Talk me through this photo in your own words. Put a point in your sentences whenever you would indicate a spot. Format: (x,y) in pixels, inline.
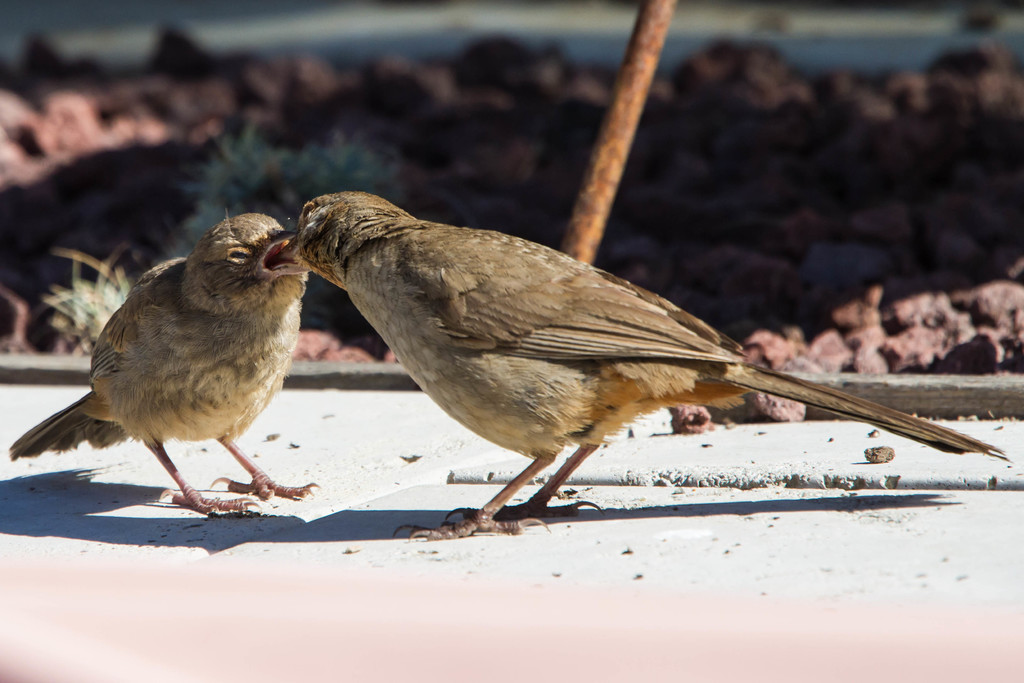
In this picture I can see 2 birds (456,351) on the white color surface (313,427) and I see that the birds (387,288) are of brown color. In the background (618,97) I can see a brown color thing (595,156).
